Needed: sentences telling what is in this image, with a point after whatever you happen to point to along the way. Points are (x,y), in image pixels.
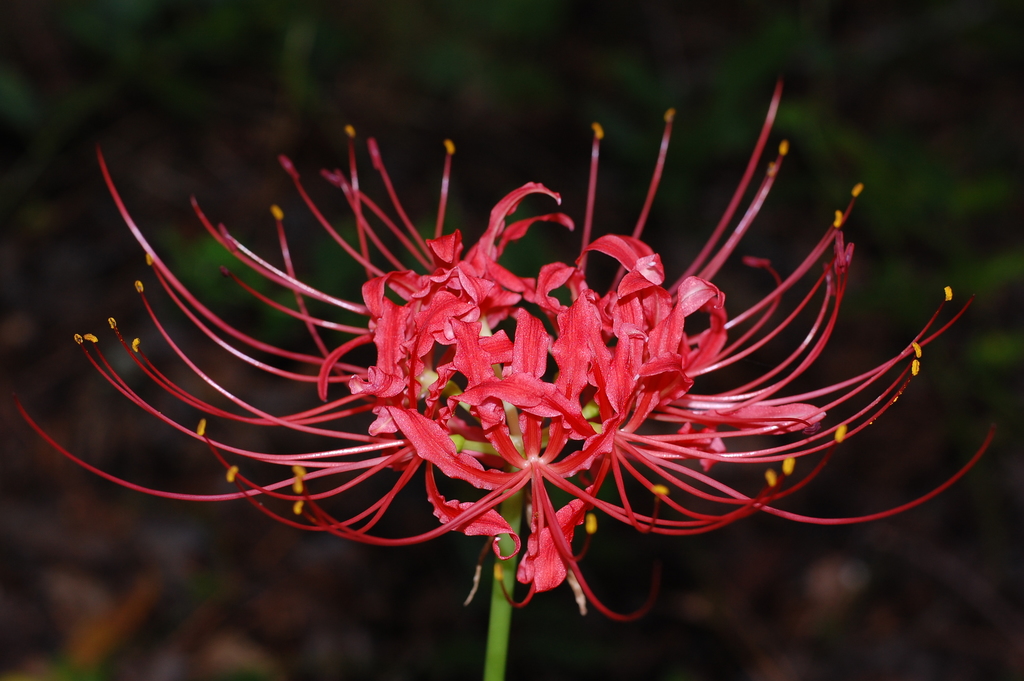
There is a pink color flower (540,421) is present in the middle (368,425) and the background (168,101) is blurred.
